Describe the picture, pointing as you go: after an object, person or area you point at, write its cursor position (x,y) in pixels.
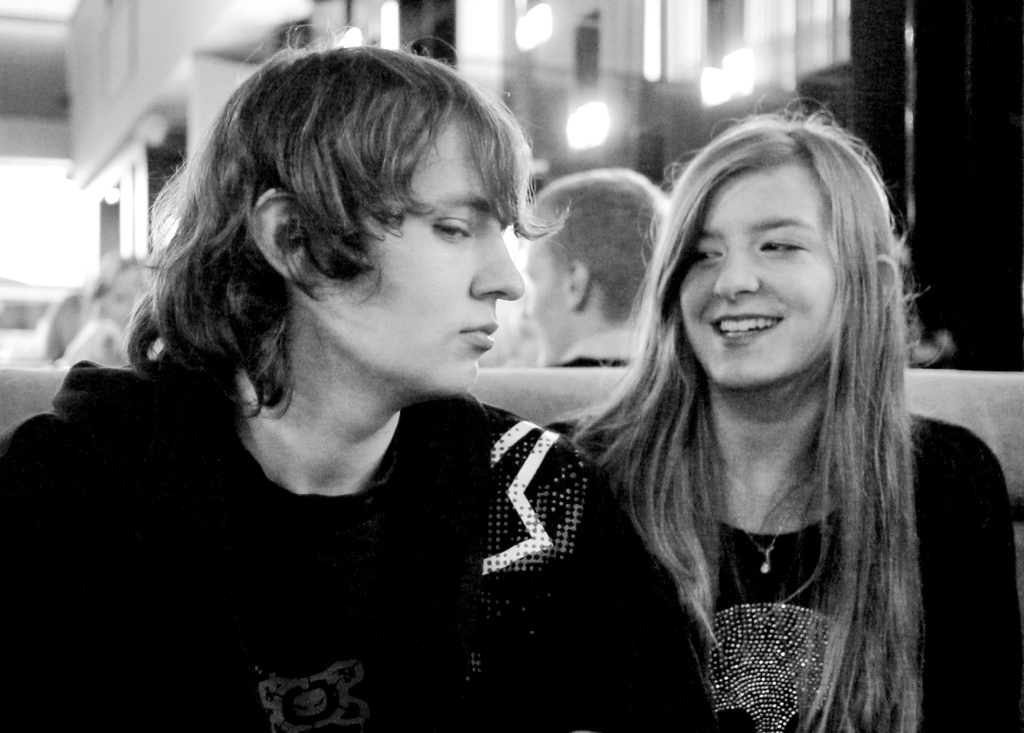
It looks like a black and white picture. We can see some people (500,501) are sitting and behind the people (445,333) there is a blurred background (975,185).
